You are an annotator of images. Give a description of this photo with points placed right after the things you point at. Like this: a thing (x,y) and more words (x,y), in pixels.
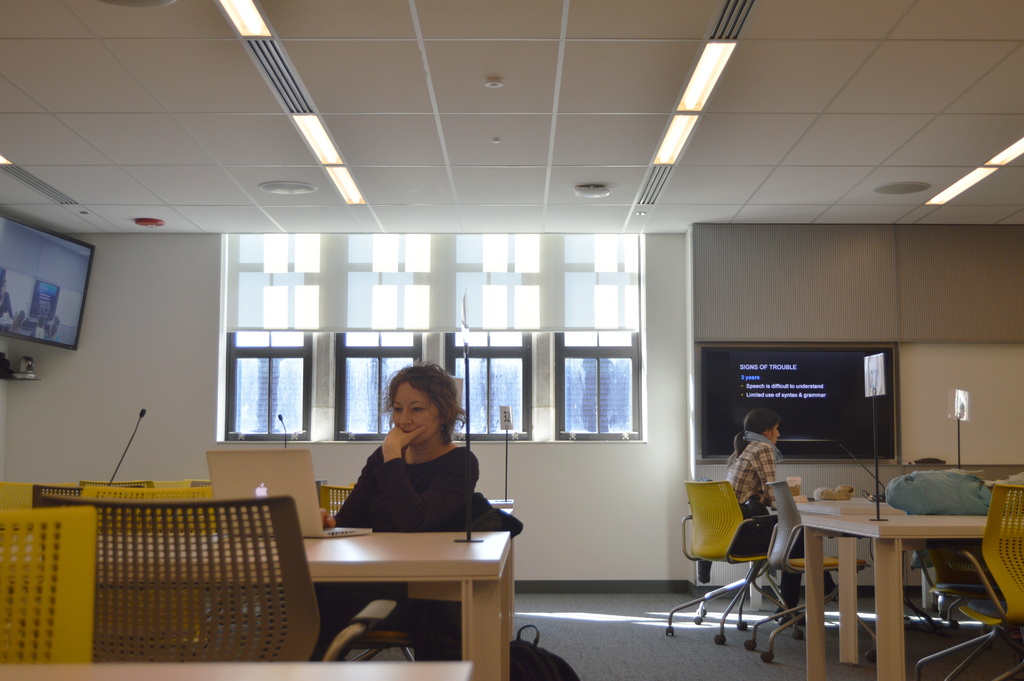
In this picture we can see two persons (771,433) sitting on the chairs (399,629) and one is looking in to the laptop (272,496). This is the table (899,552) and on the background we can see two screens (881,445) on the wall (912,382). And these are the lights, and this is the floor (630,635). And there is a window (473,348).
